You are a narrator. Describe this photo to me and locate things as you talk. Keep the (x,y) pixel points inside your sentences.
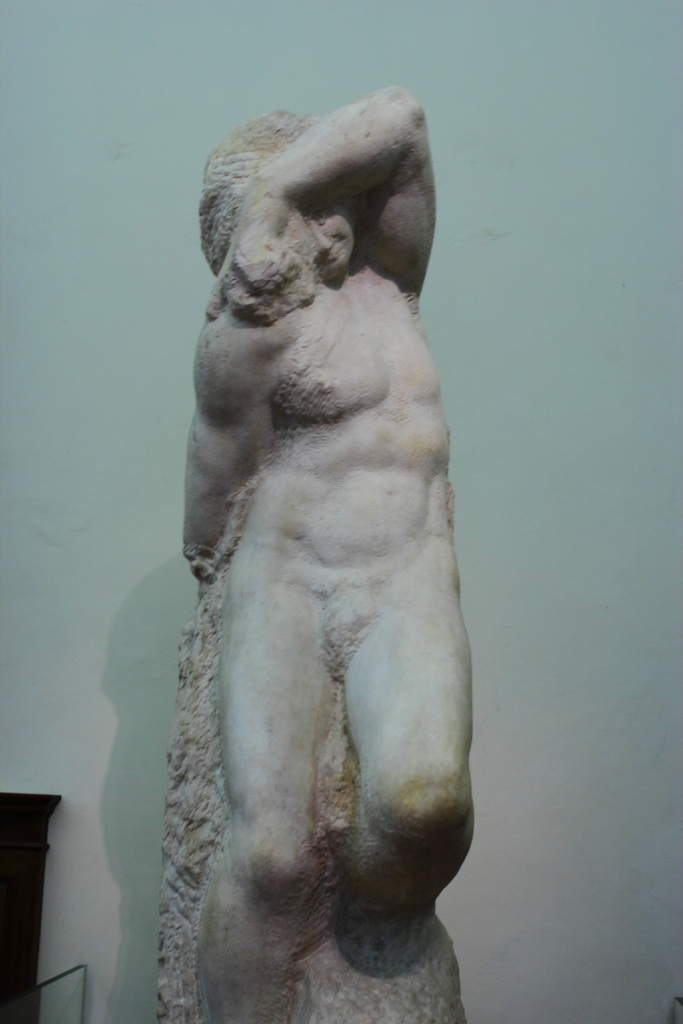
In this image I can see the statue (302,559) of the person (259,625). To the left (32,804) I can see the black color object (32,804). And there is a wall (462,431) in the back (457,388).
